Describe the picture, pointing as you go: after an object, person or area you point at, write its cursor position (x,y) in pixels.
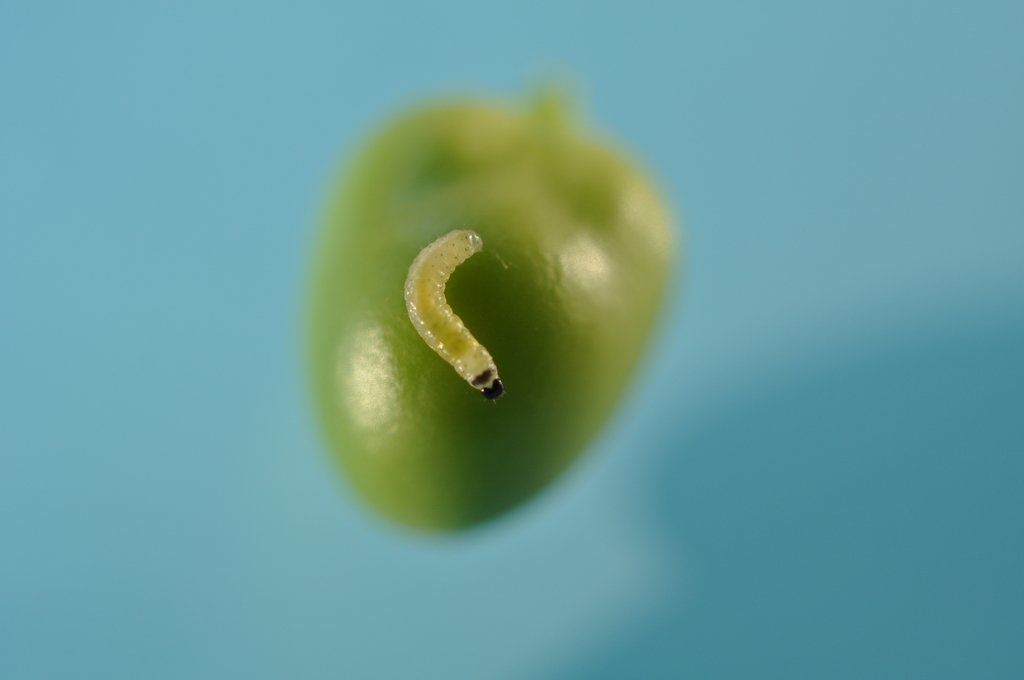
In the foreground of this image (469,271), there is a worm (446,332) on a green object (553,319) and the background (147,601) image is blurred.
